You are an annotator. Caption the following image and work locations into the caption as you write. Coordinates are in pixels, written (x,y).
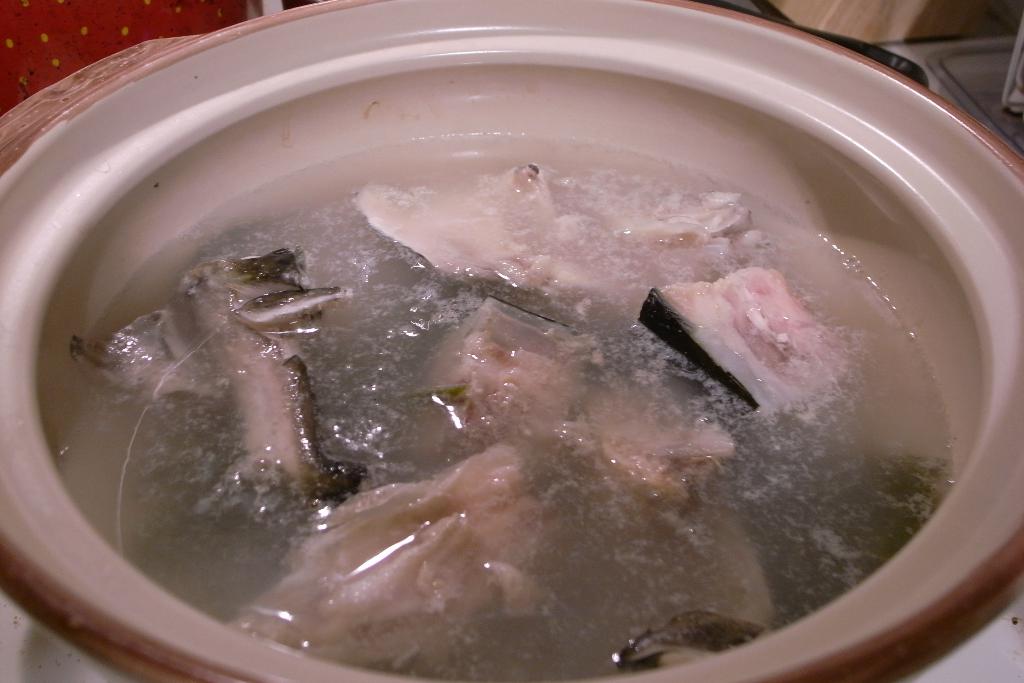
In this image there is a soup (485,365) in the bowl (315,80).
